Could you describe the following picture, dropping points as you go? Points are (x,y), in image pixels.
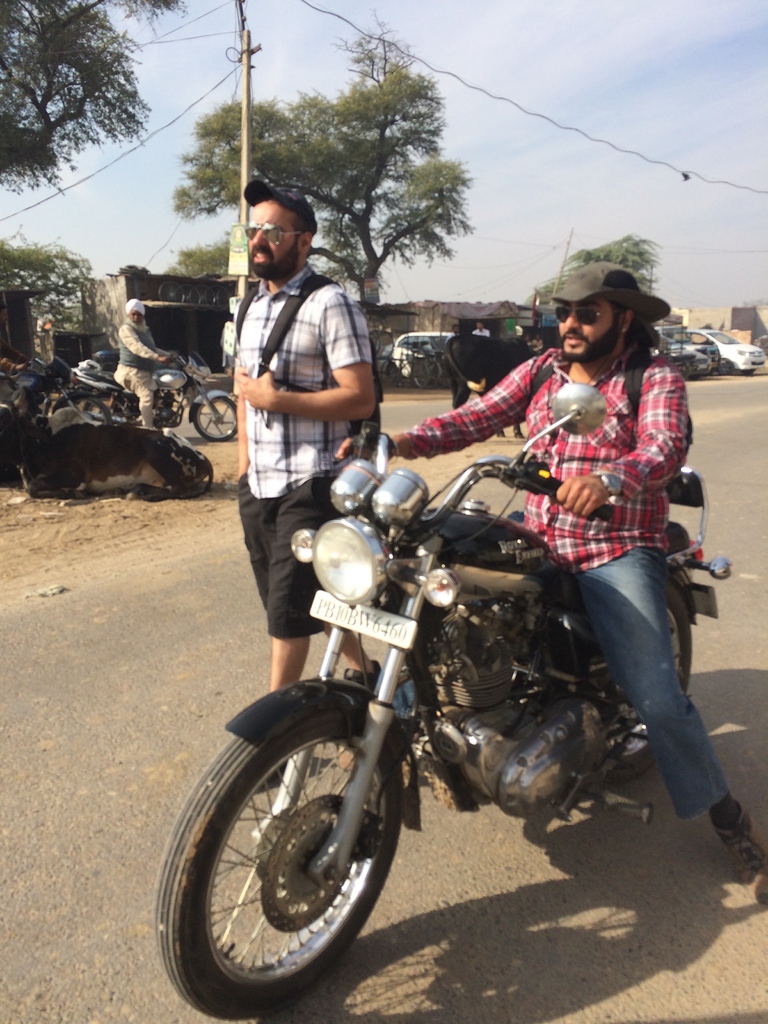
This person (350,407) standing and wear bag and cap (299,216) and this person (672,407) sitting and riding bike (483,558) and wear bag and cap (618,265). On the background (392,278) we can see house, cars (736,355) on the road (696,432), trees (294,129), sky (628,68), pole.
